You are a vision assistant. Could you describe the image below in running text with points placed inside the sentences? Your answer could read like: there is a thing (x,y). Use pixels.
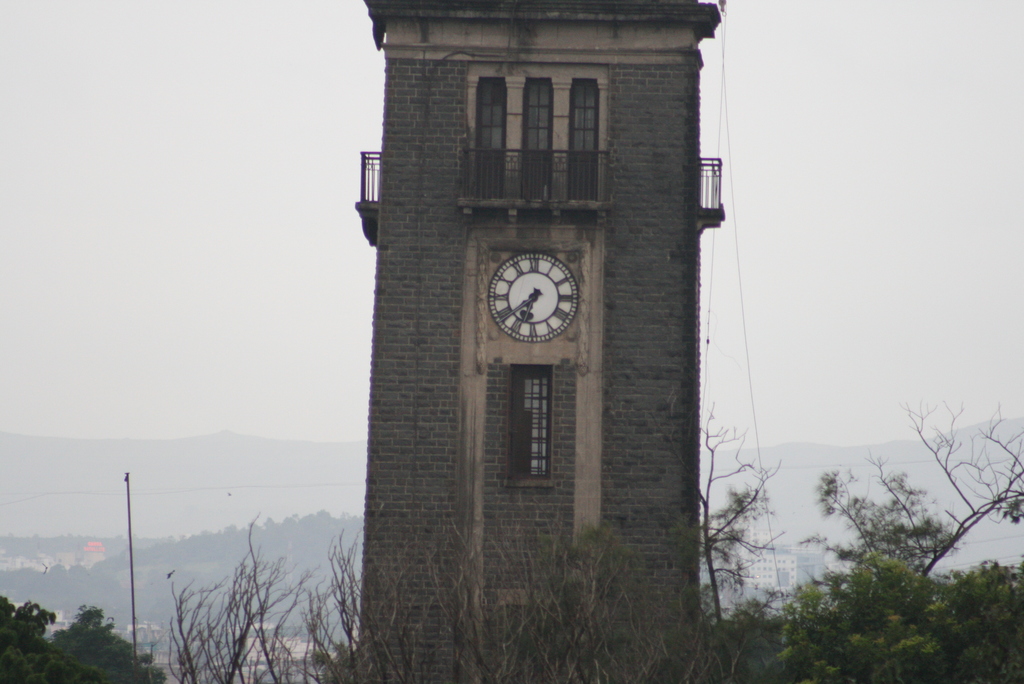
In this image we can see a tower (523,243). On the tower (539,223) we can see the windows (530,384), balconies (597,191) and a clock (517,288). In front of the tower (442,620) we can see a group of trees (758,494). Behind the tower (375,561) there are trees (274,561), buildings (803,570) and mountains (225,473). At the top (261,204) we can see the sky (796,307).
